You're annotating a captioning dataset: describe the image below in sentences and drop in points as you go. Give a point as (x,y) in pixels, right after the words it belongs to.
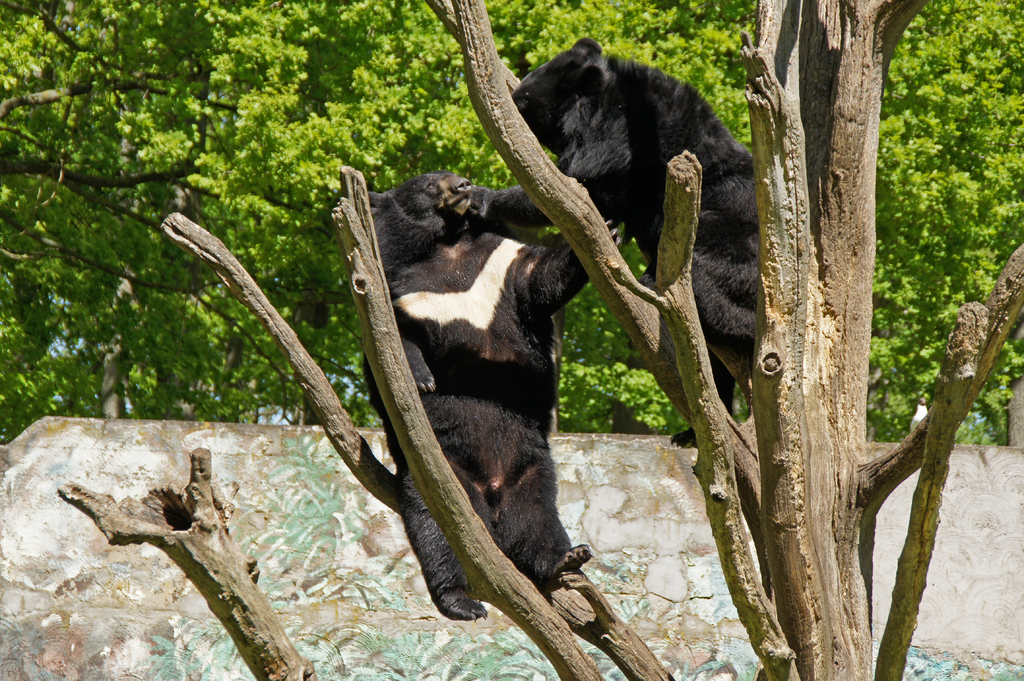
In this image we can see animals (469,446) on a tree (374,340). Behind the animals (450,441) we can see a wall (564,519) and a group of trees (337,293).
